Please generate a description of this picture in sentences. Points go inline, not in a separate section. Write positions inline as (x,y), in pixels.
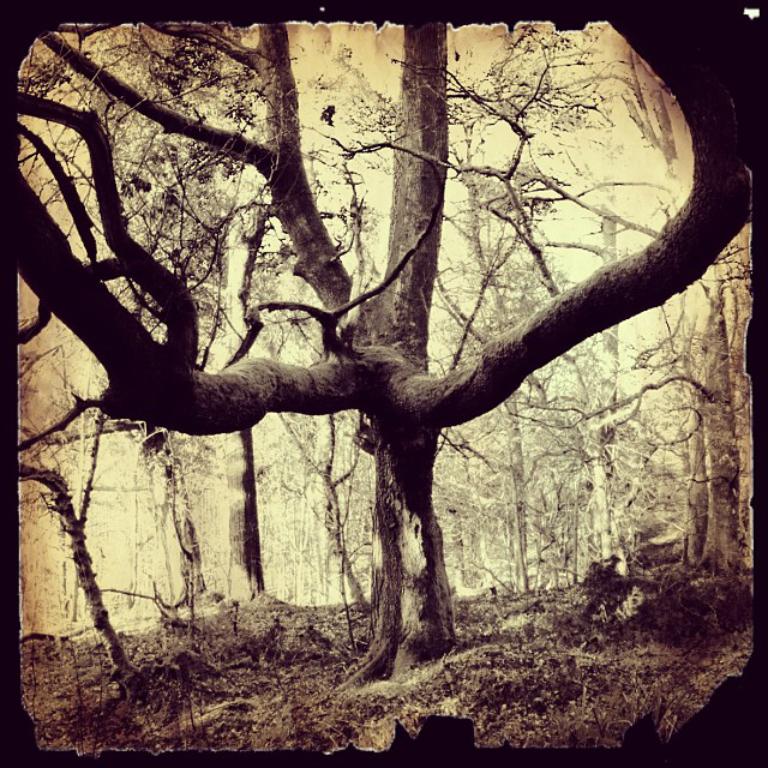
In this image there is a photograph (505,649), there is a tree (306,280), there is soil (530,695) towards the bottom of the image (464,666), the background of the image (280,269) is white in color.
